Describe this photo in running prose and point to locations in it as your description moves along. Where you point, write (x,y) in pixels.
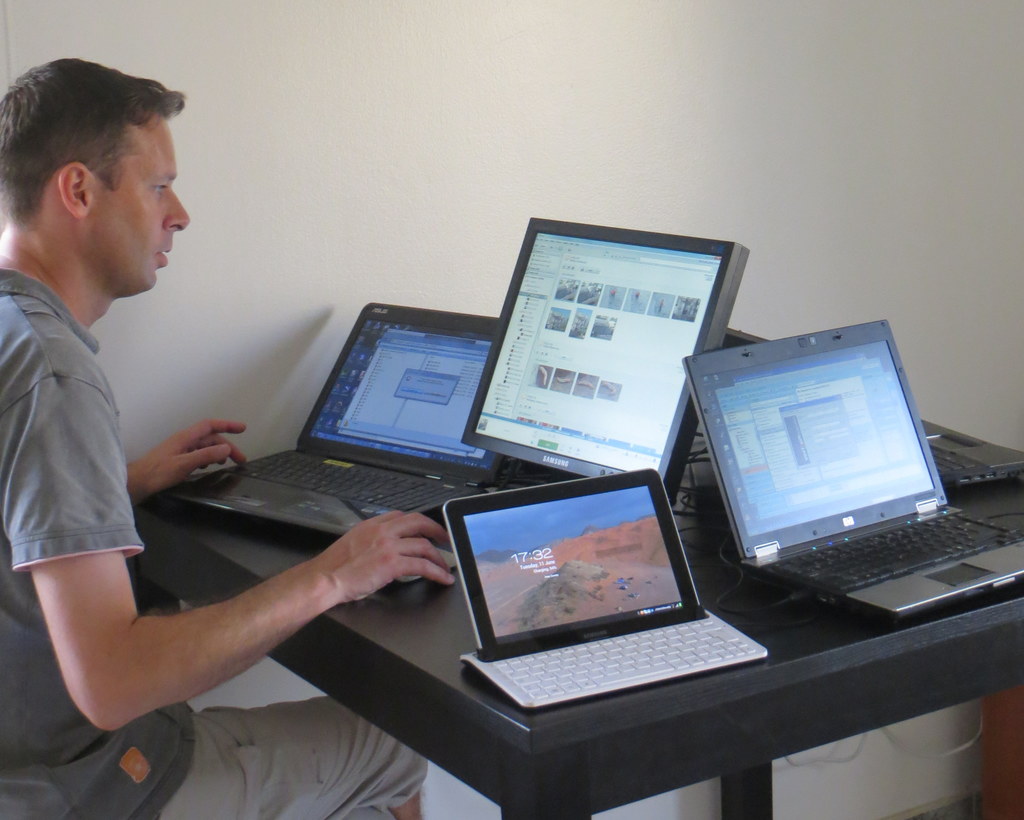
This picture shows a man (71,556) sitting in the chair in front of a table (322,660). On the table (320,654), there are three laptops (487,486) and a computer monitor (589,378) here. In a background (322,149) there is a wall (427,138).
